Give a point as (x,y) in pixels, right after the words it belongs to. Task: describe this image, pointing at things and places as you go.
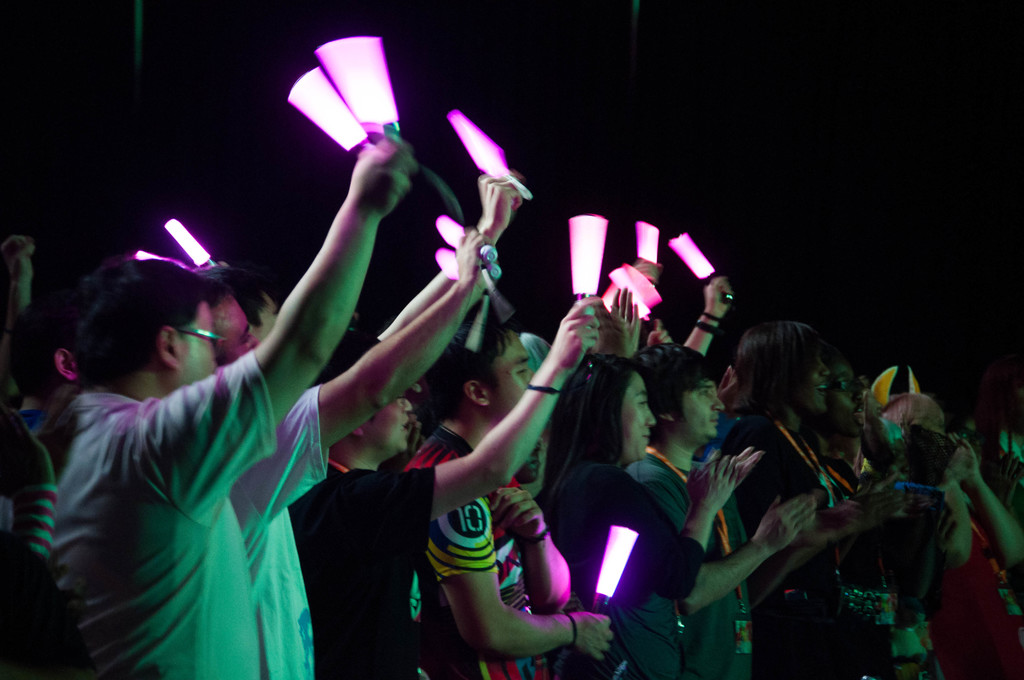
In this picture there are people (538,379), among them few people (534,422) holding lights (680,255). In the background of the image (751,171) it is dark.
